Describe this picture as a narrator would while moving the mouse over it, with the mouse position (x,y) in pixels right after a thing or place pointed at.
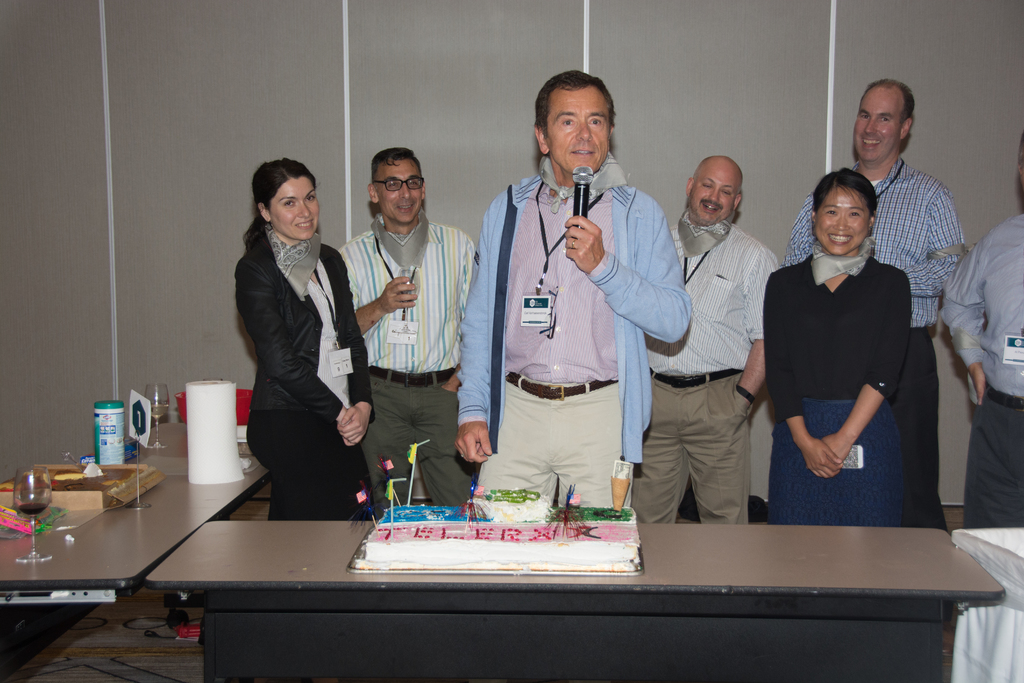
This is a picture taken in a restaurant (556,325), there are a group of people (597,284) standing on the floor (153,643). There is a man (628,271) in blue blazer (638,265) holding the microphone (584,195). In front of the man (577,306) there is a table (574,579) on the table (540,580) there is a cake (466,541). On the right side of this people (536,315) there is other table (158,513) on the table (150,519) there is a glass (34,503), tissue (191,400) and a box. Background of this people (609,284) there is a wall (414,68).
